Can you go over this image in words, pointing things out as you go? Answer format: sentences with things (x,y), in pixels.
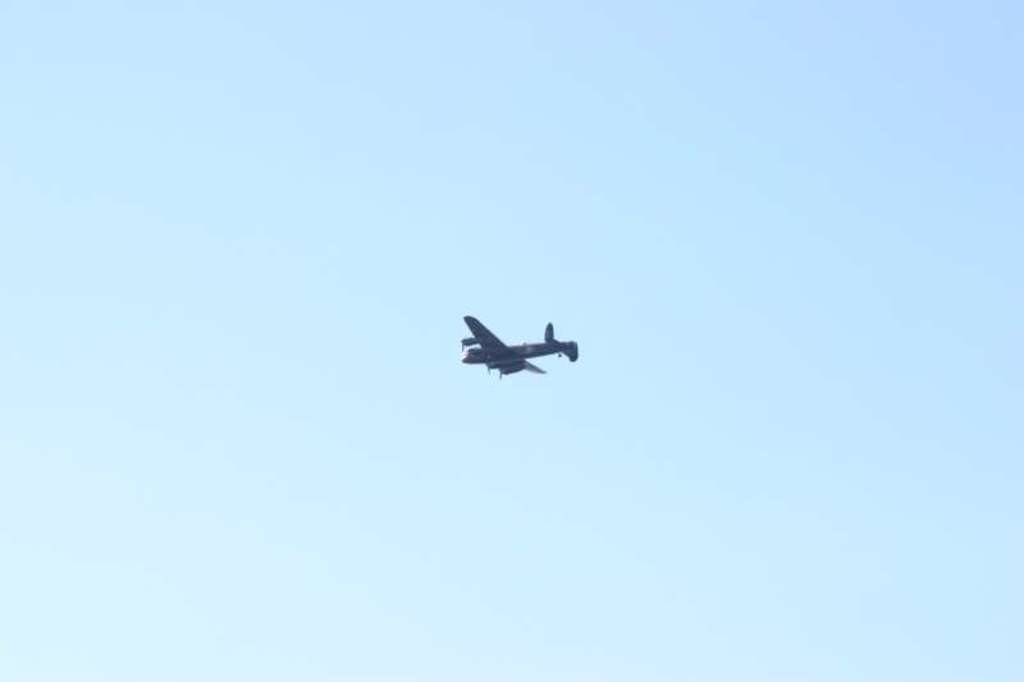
In this picture there is an aircraft (561,344) in the center of the image (466,359).
